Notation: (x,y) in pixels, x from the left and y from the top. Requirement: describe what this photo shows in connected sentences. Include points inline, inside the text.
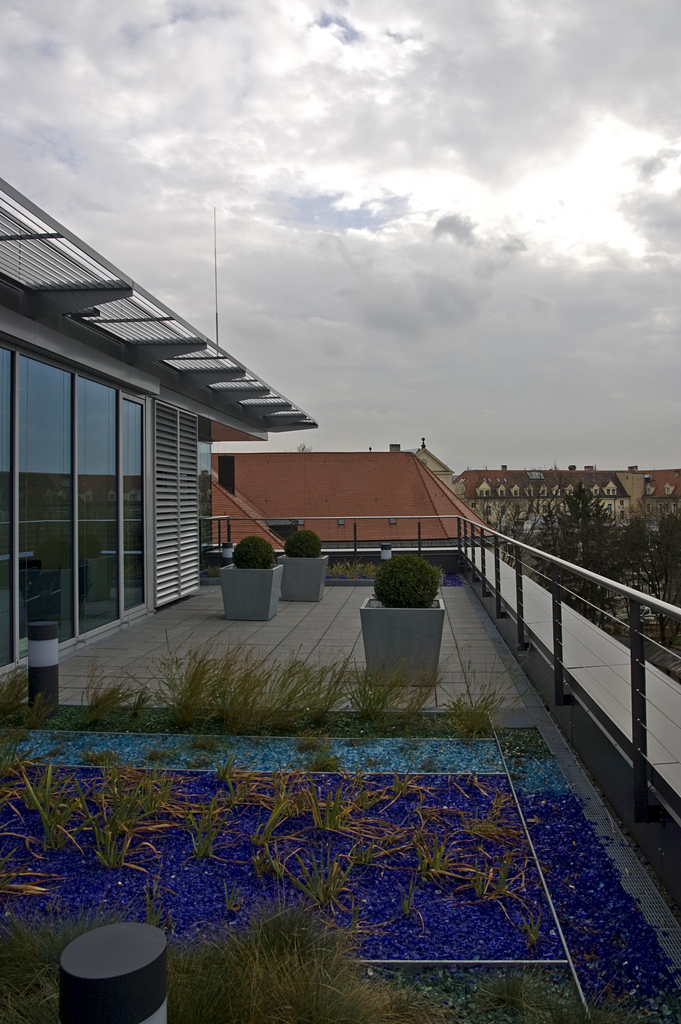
At the bottom of the image (2,980) we can see some plants (12,983) on a building (680,704). Behind the plants (26,1012) we can see a fencing (340,517). Behind the fencing (357,517) we can see some buildings (215,462) and trees (642,511). At the top of the image (85,6) we can see some clouds (0,52) in the sky (0,52).
